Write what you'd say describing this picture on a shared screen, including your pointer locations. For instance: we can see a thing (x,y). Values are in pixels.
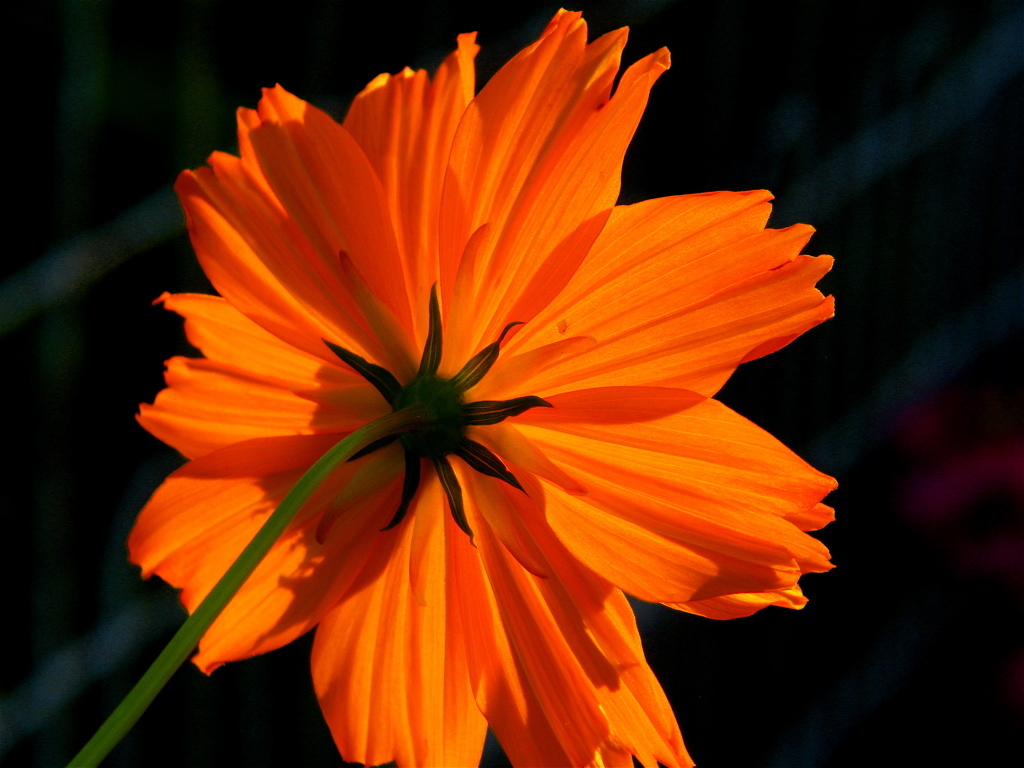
In the center of the image (395,391) there is a flower (314,551).
